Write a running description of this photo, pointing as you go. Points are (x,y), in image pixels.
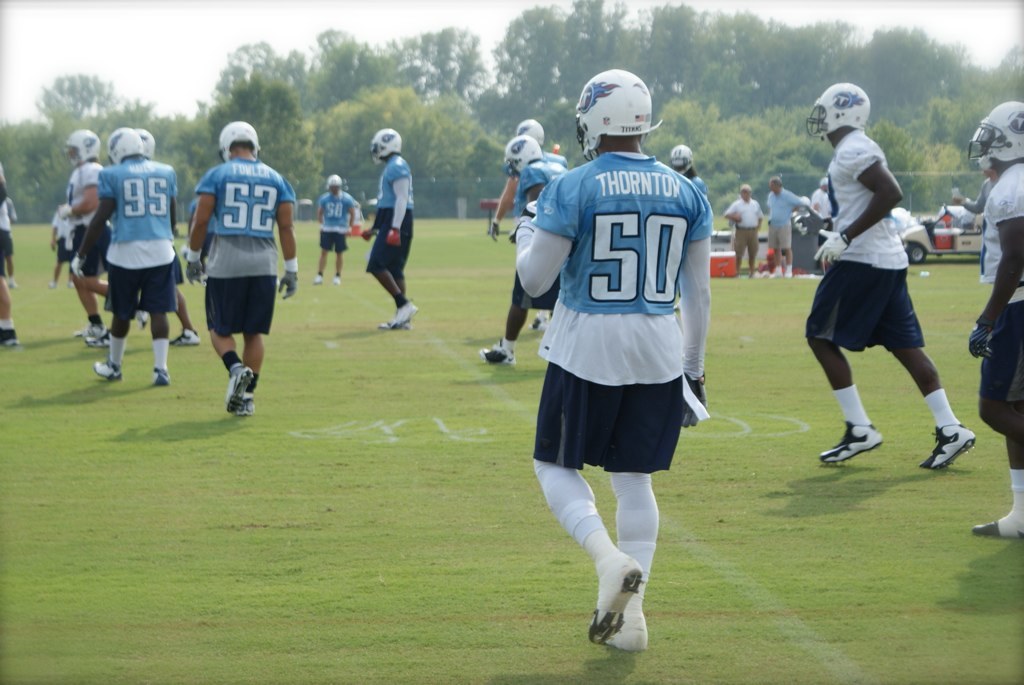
In this image we can see few persons (535,255) are walking on the ground (685,593). In the background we can see few persons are standing, objects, vehicle (972,253), trees (405,89) and the sky (348,24).
